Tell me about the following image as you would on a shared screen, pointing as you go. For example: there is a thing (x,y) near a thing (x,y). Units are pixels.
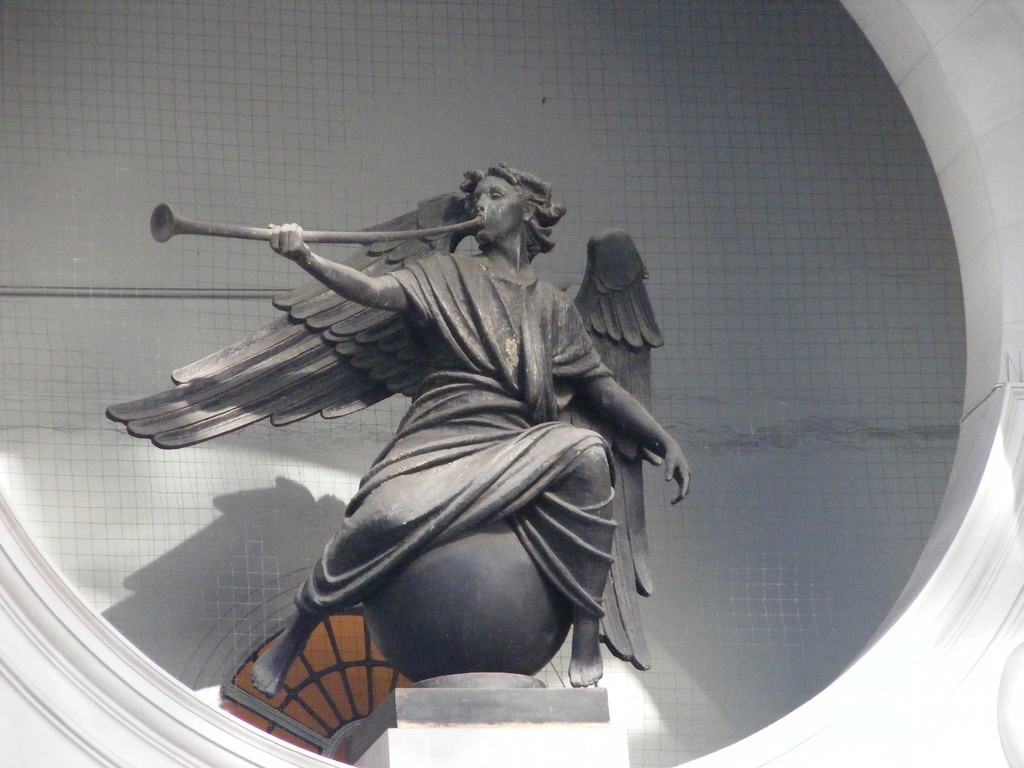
There is a statue (397,307) holding something in the hand (287,241) and sitting on a round structure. In the back (290,114) there is a wall (765,605).
